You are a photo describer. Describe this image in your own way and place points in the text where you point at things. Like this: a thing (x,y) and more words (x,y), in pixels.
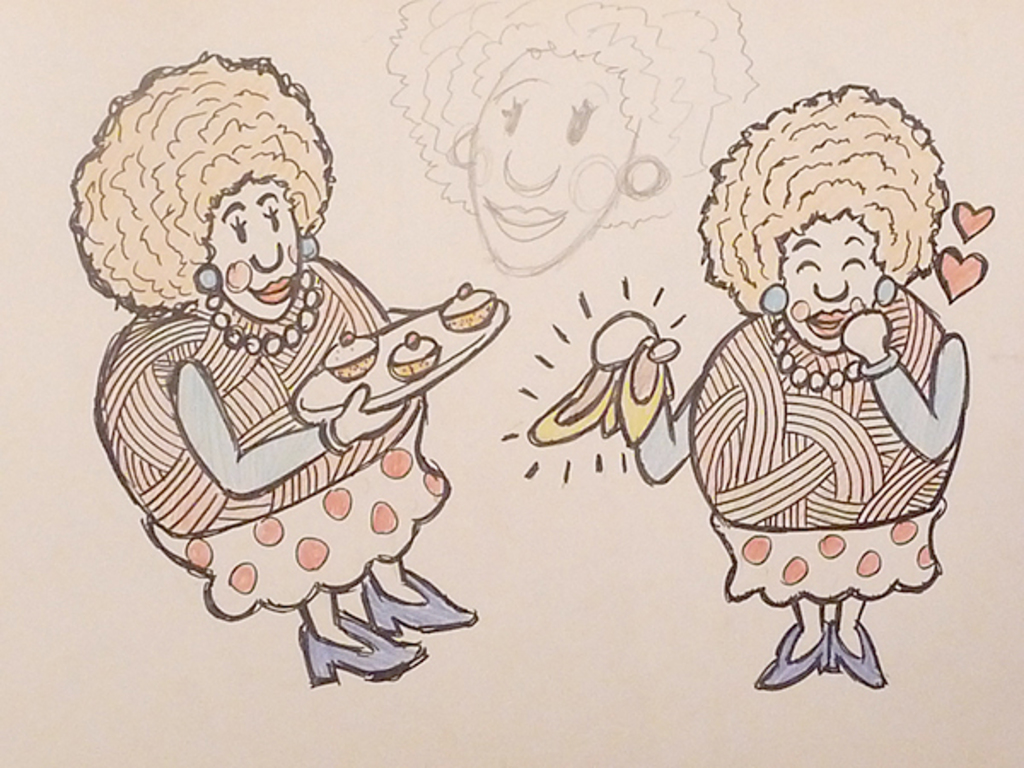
In this image we can see cartoon sketches (740,256).
